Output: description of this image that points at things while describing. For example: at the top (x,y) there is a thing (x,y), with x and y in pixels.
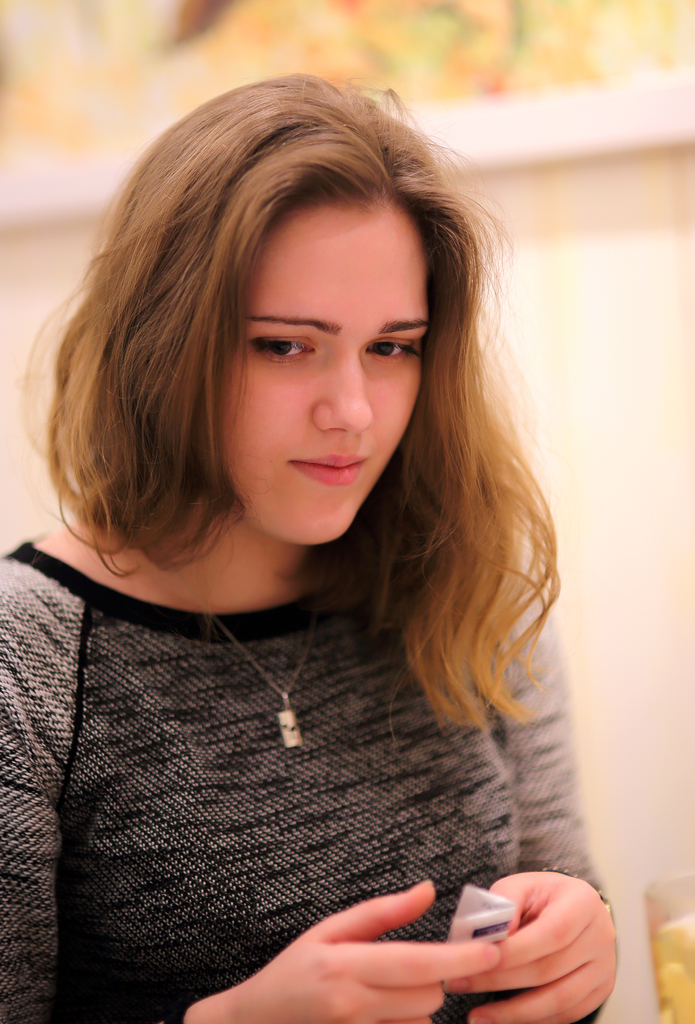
In this image we can see the person (280,448) holding a paper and in front of her we can see the object (673,993) looks like a glass (676,982). And there is the blur background (50,81).
